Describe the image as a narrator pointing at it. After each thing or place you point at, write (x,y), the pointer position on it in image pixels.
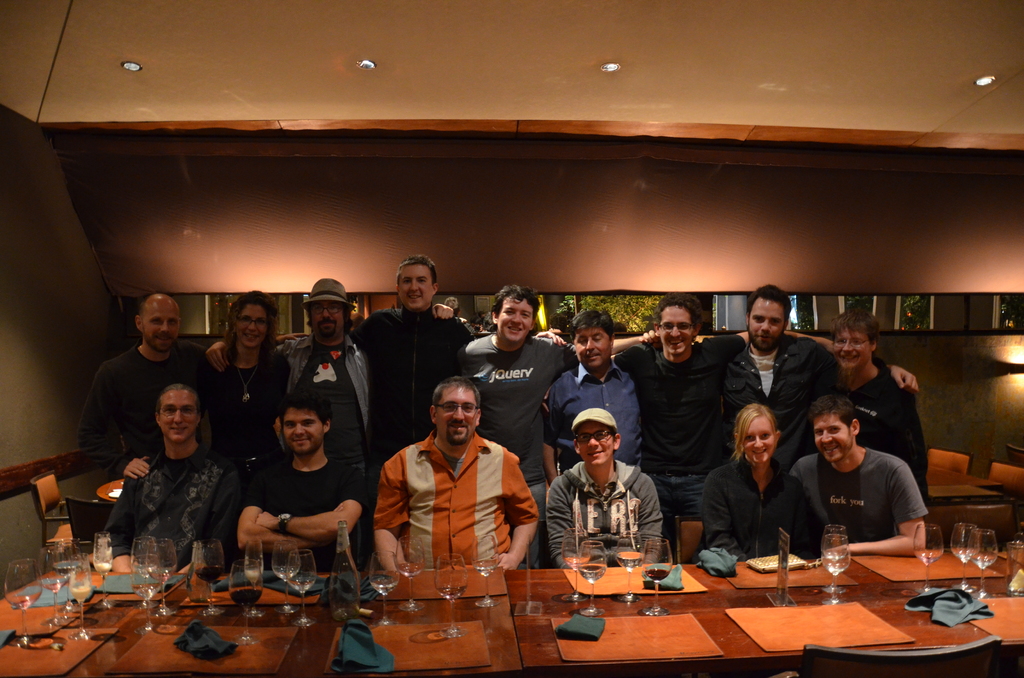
In this picture there are group of people (625,410). There are two ladies (252,405) and remaining all are men (326,475). Some are sitting and some are standing. In front of them there is a table (307,649) with glasses (438,582), cloth (668,585) and card (784,562) on it. In the background (284,304) there is a window (929,321). To the left side (54,497) there is a chair (63,512).
